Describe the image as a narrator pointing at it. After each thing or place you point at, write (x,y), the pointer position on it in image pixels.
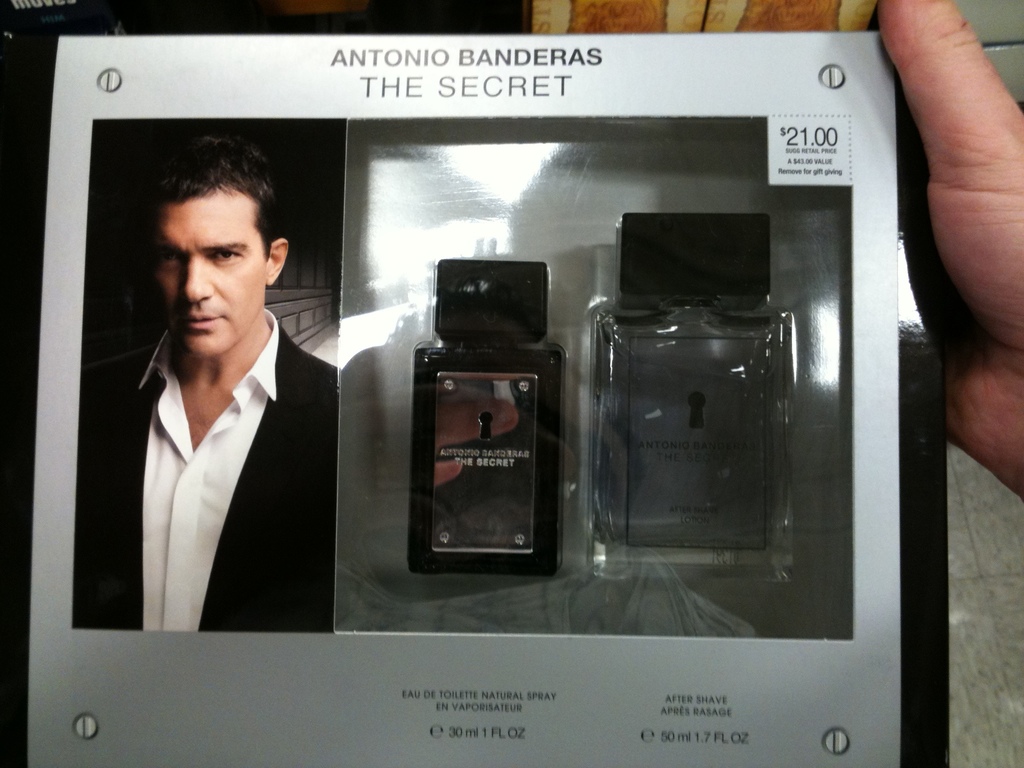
In this image, on the right side (887,23) we can see a hand (964,135) and in the foreground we can see a person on the left side (281,551) and two bottles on the right side (801,318) and some text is written on it.
